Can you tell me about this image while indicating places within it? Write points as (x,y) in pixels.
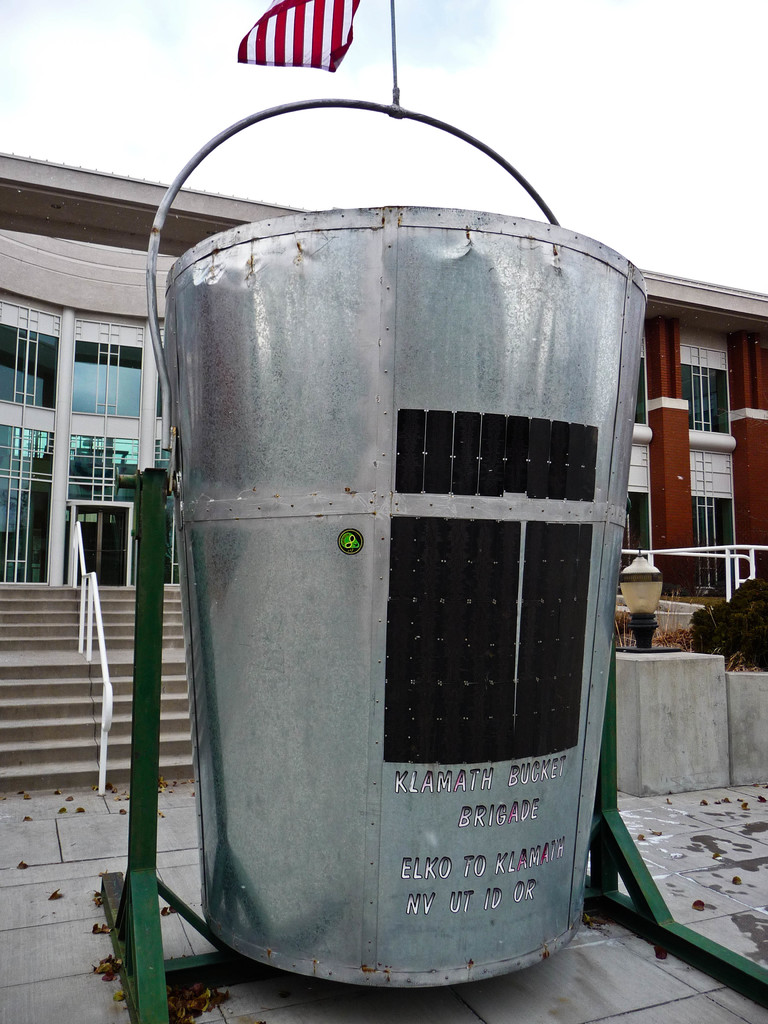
In the foreground of this picture (336,798), there is a big bucket (218,487) attached to the green rods (645,875) and a flag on it. In the background (55,650), we can see the building (71,535), stairs (51,676), lamp (654,586), plants (725,611), sky (449,39) and the cloud (363,84).
